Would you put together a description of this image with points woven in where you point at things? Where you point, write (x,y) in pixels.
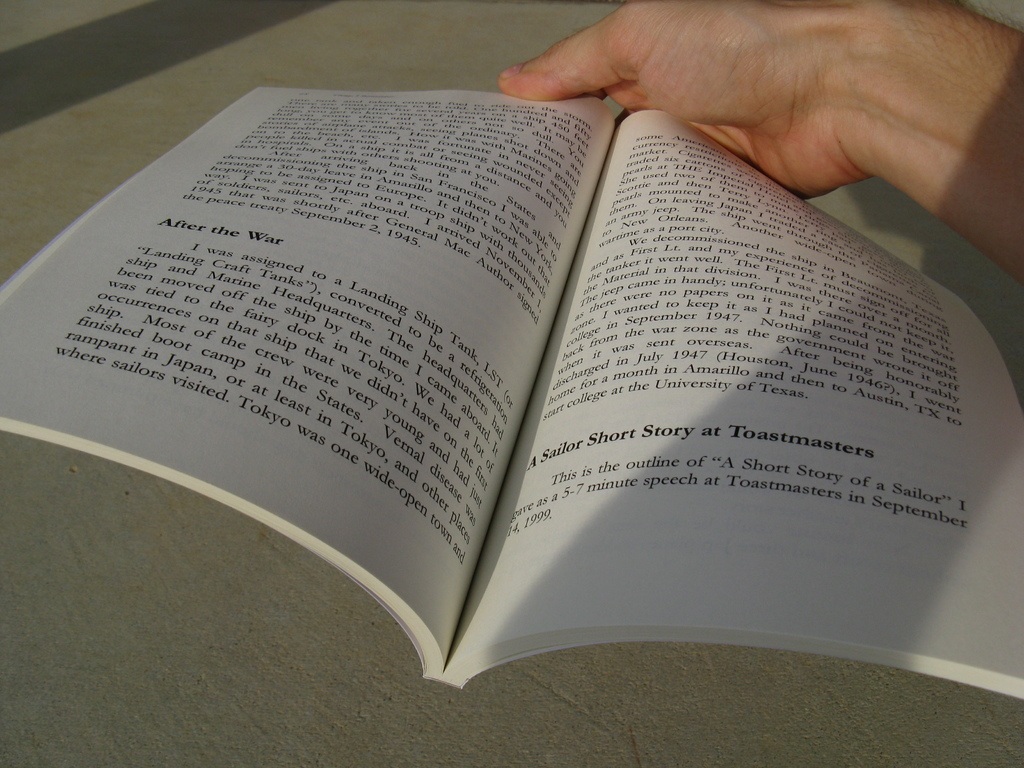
In this image in the foreground (733,101) there is one person (882,104) who is holding a book (373,512), and at the bottom (200,704) there is a floor (304,624).
